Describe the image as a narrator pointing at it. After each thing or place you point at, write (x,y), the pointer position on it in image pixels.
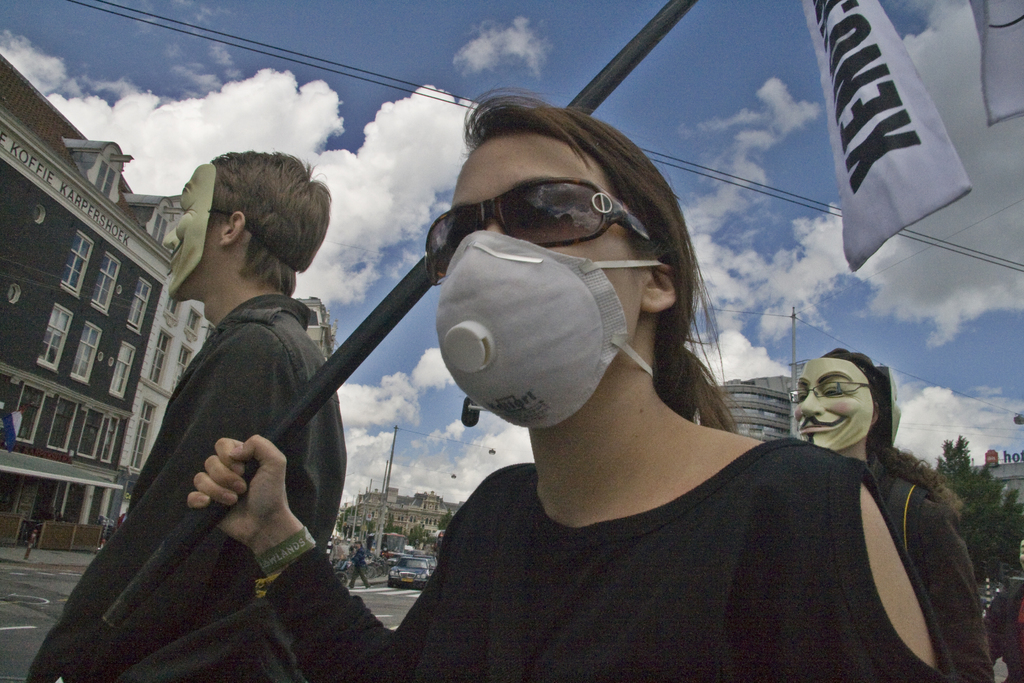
Sky (377,117) is cloudy. These people (707,416) wore masks (824,426). This woman (443,296) is holding a rod (409,275). Background (408,577) there are buildings (98,349) with windows (81,359), vehicle (421,562) and trees (971,499).
